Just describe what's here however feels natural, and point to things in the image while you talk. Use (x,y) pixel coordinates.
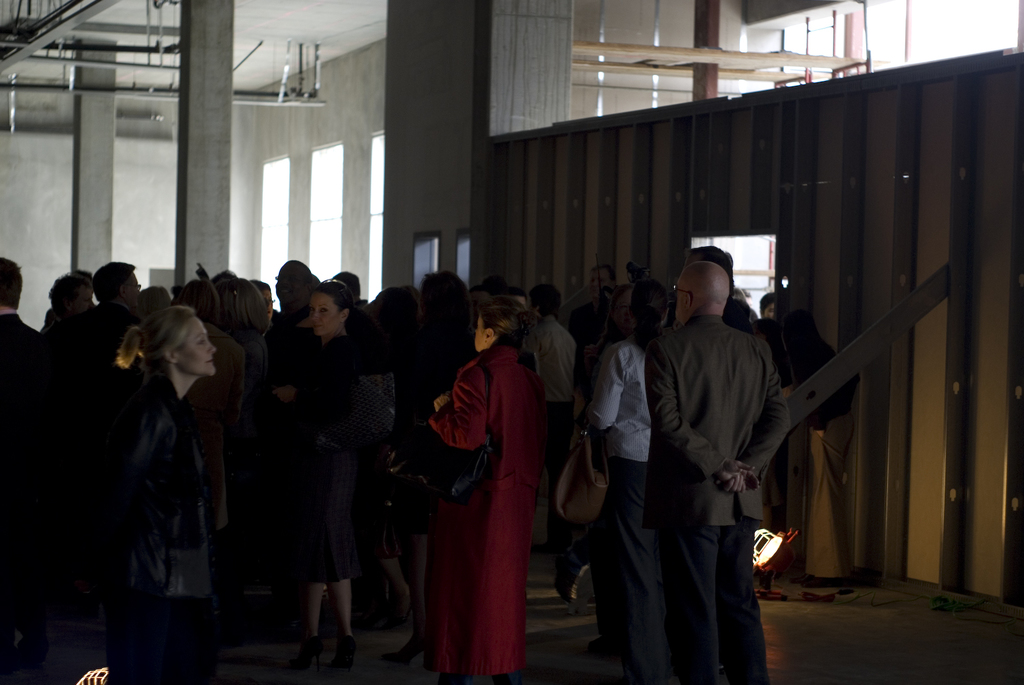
There are groups of people (373,448) standing. These are the pillars (219,176). I think this is the wooden wall (876,277). These look like the windows (315,198).
